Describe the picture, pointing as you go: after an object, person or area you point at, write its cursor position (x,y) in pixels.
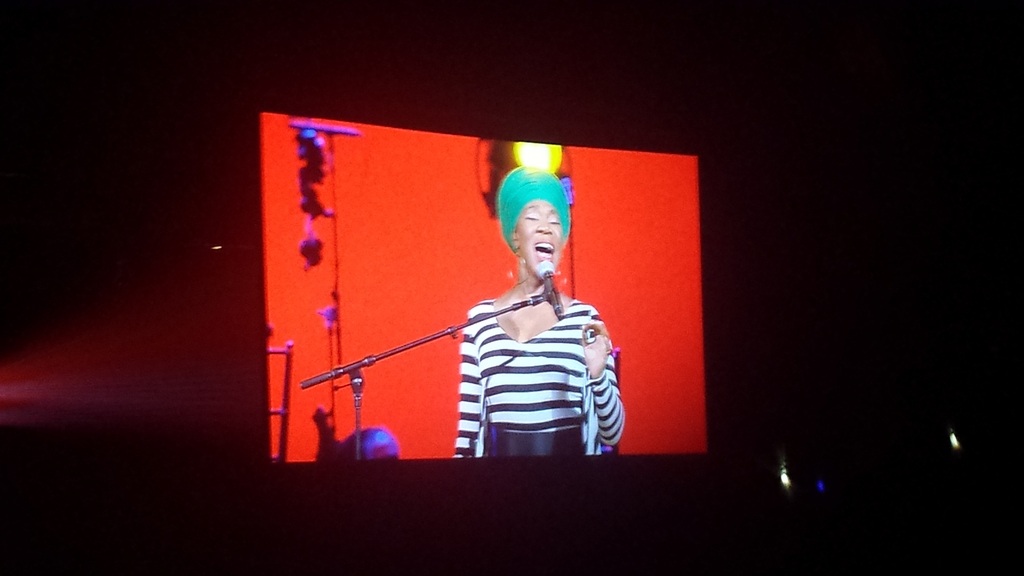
In the image we can see a screen (476,288). In the screen (472,290) there is a microphone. Behind the microphone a woman (520,171) is standing and singing.
